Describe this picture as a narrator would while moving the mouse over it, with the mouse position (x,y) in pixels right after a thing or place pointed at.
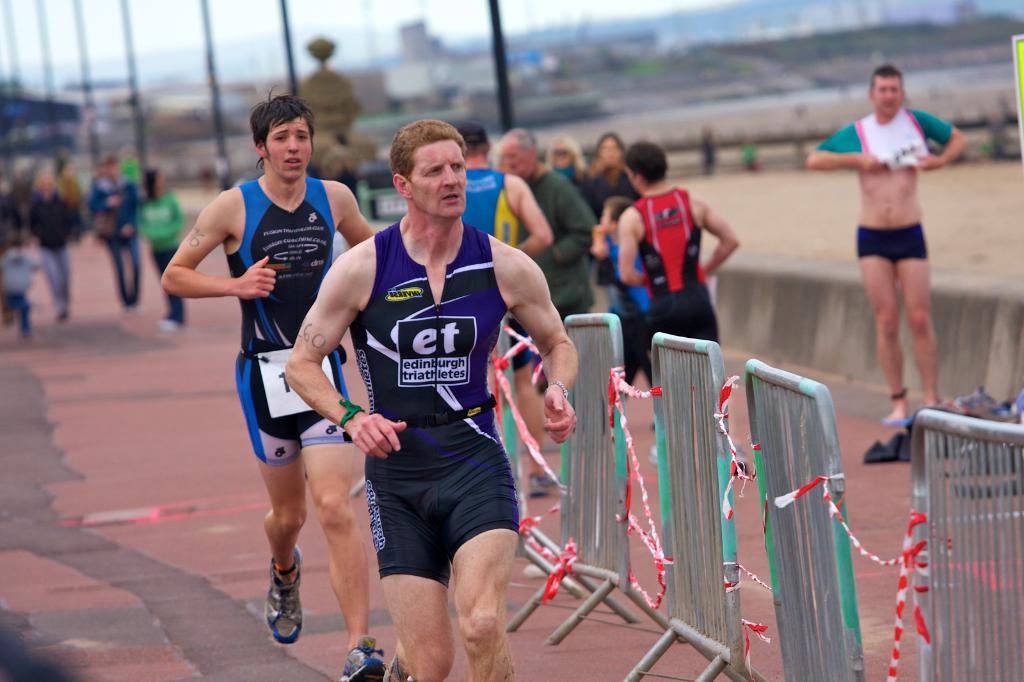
In this image on the left side (143,328) we can see two persons (255,284) are running on the footpath (224,556) and there are fences stands (582,435) and caution tape (624,427) tied to them. In the background (394,219) the image is blur but we can see few persons (65,211) are standing on the footpath (205,362), poles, metal objects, board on the right side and sky (317,18).
